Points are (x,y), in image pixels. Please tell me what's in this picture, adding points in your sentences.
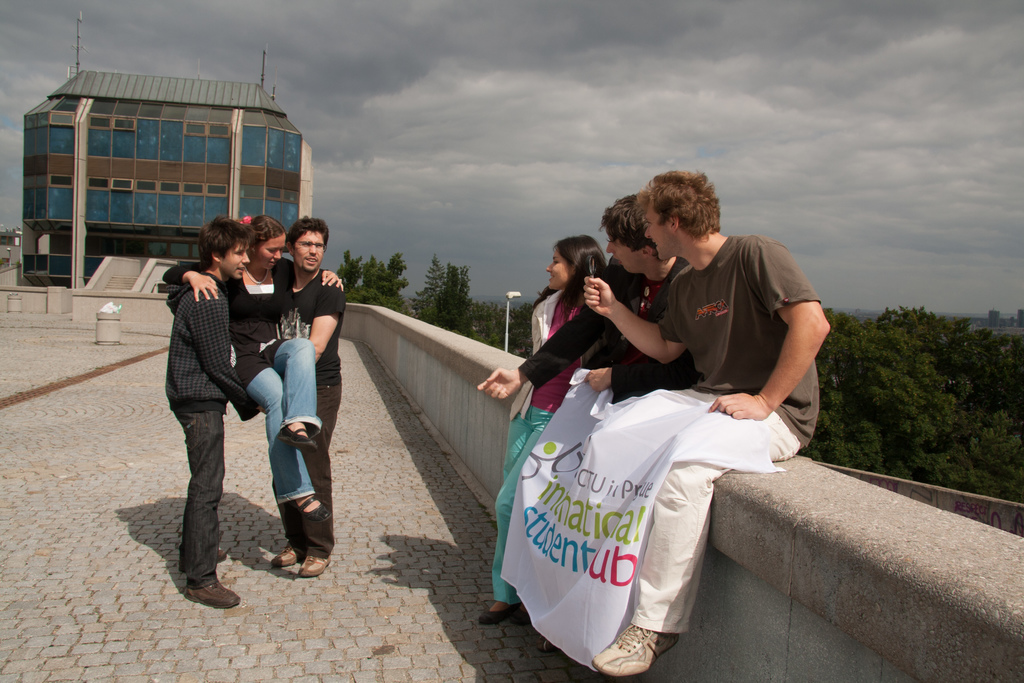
In this image there is the sky (551,97) towards the top of the image (575,93), there are clouds (633,121) in the sky (513,139), there is a building (179,162), there is a pole (506,314), there is a street light (506,299), there are trees (433,286), there are group of persons (275,436), there is a banner (583,488), there is text (579,499) on the banner (583,488), there is an object (110,330) on the ground (86,381).
